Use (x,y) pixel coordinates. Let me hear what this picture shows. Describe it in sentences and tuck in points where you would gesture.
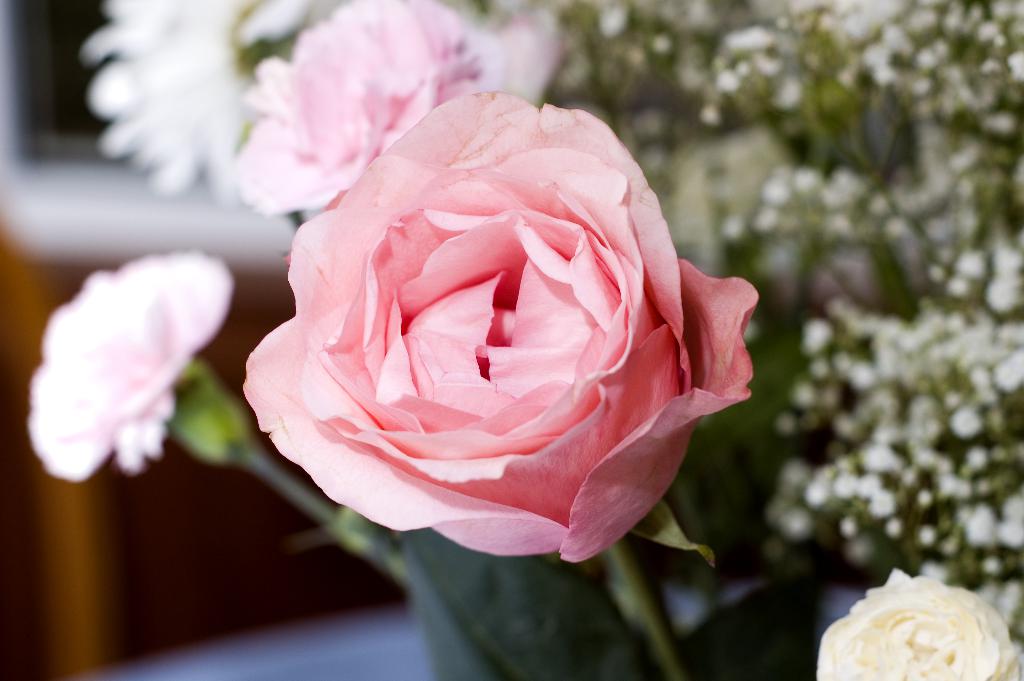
Here we can see flowers (492,515) and on the right (951,177) there is a plant (868,232) with small flowers (892,37). In the background (50,534) the image is blur but we can see objects (123,576).
